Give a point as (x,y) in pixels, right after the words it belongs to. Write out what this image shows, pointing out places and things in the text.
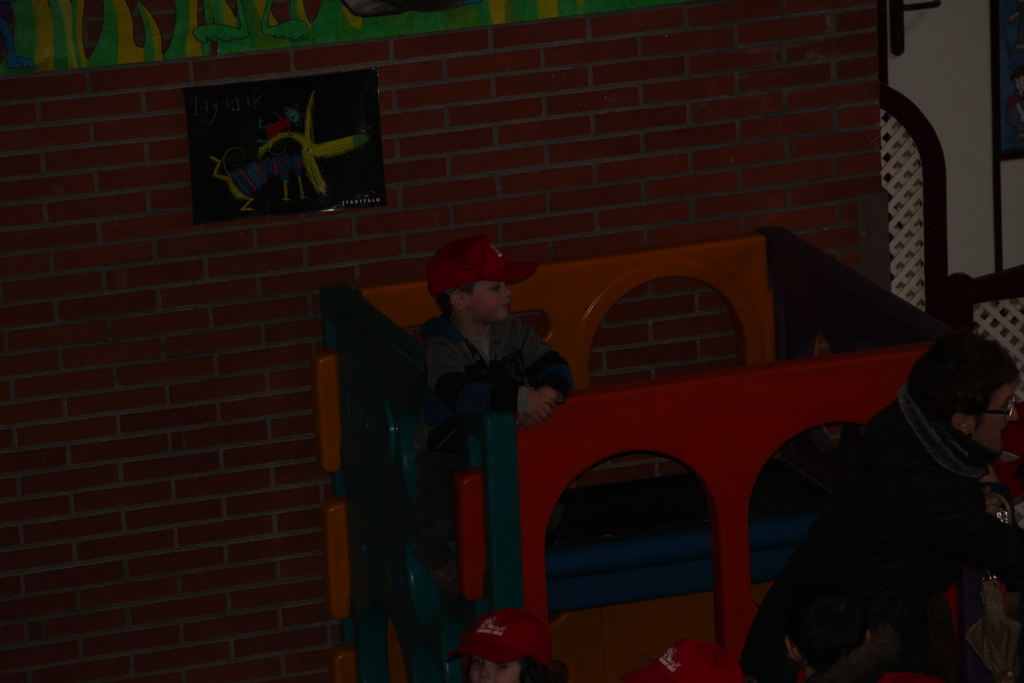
In the picture there is a brick wall (426,148), in front of that there is some playing tool (806,522), on that tool (465,508) there is a boy (486,347) and in the front (842,465) there is a woman (876,554) and beside her there are two kids (536,646).
